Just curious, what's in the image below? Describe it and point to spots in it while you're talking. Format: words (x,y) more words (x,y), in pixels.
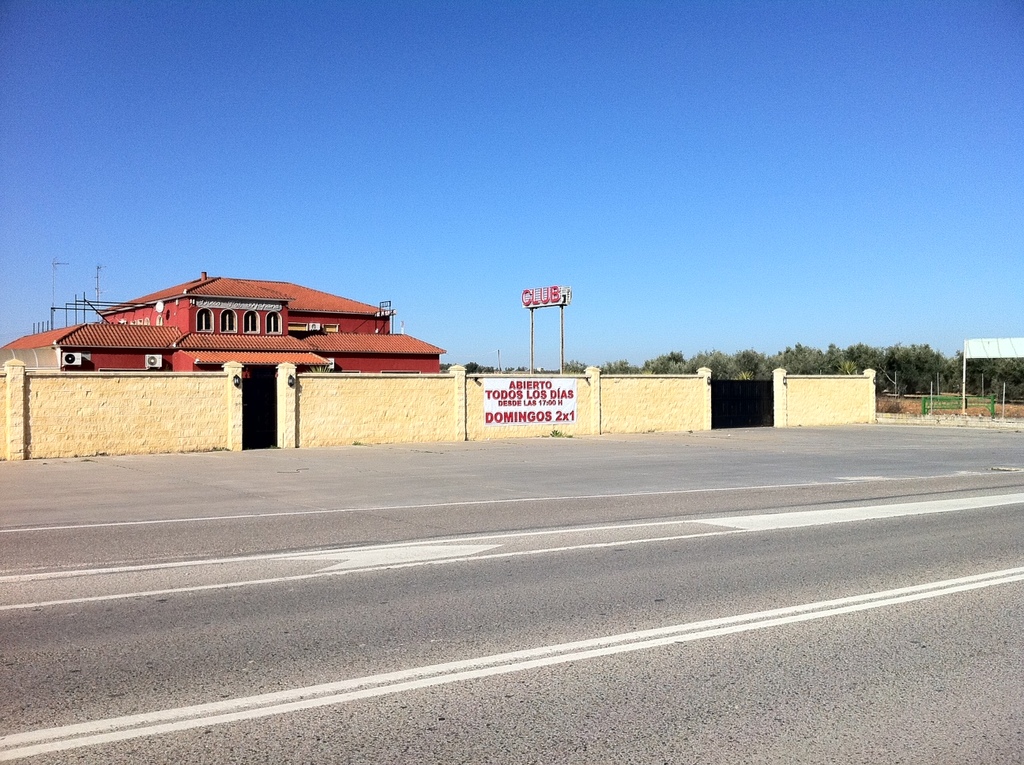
In this image there is a building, in front of the building (268,327) there is a wall (612,405) with board (523,398). On the board (525,398) there is some text (532,413) and there is another board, poles (982,383), trees (710,365) and in the background (373,144) there is the sky (800,215).
